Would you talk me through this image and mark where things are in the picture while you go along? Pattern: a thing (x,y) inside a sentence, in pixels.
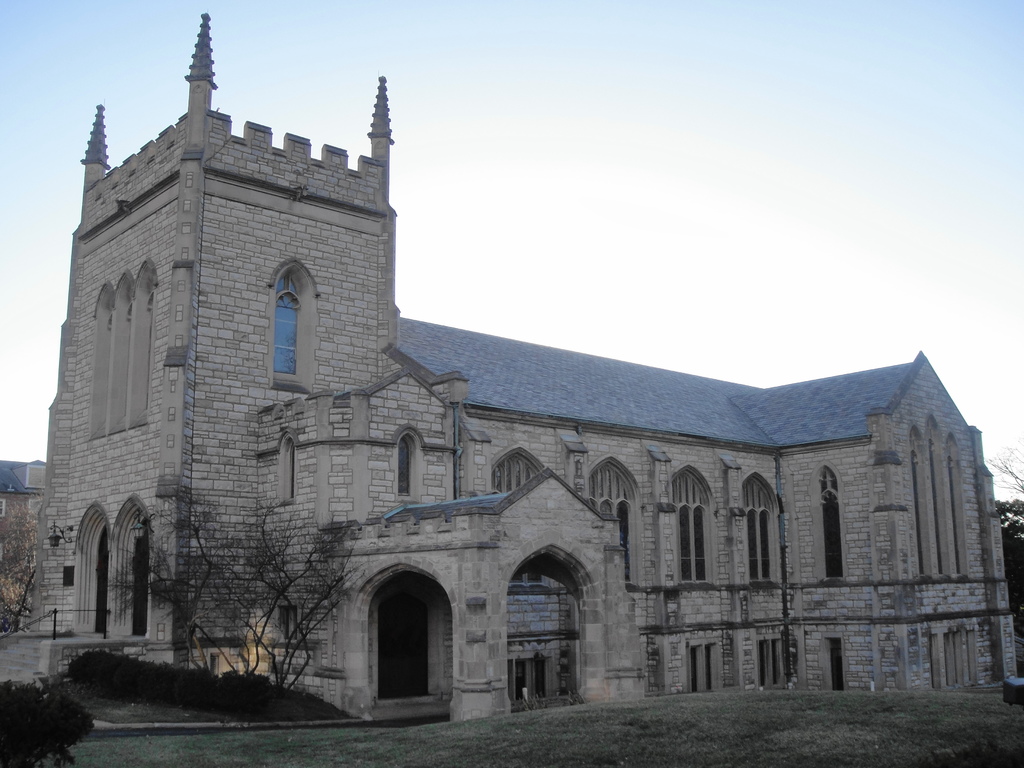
In this image there is a big building (415,547) in-front of that there are some plants (217,699), small trees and grass (96,747) on the ground (96,747).
